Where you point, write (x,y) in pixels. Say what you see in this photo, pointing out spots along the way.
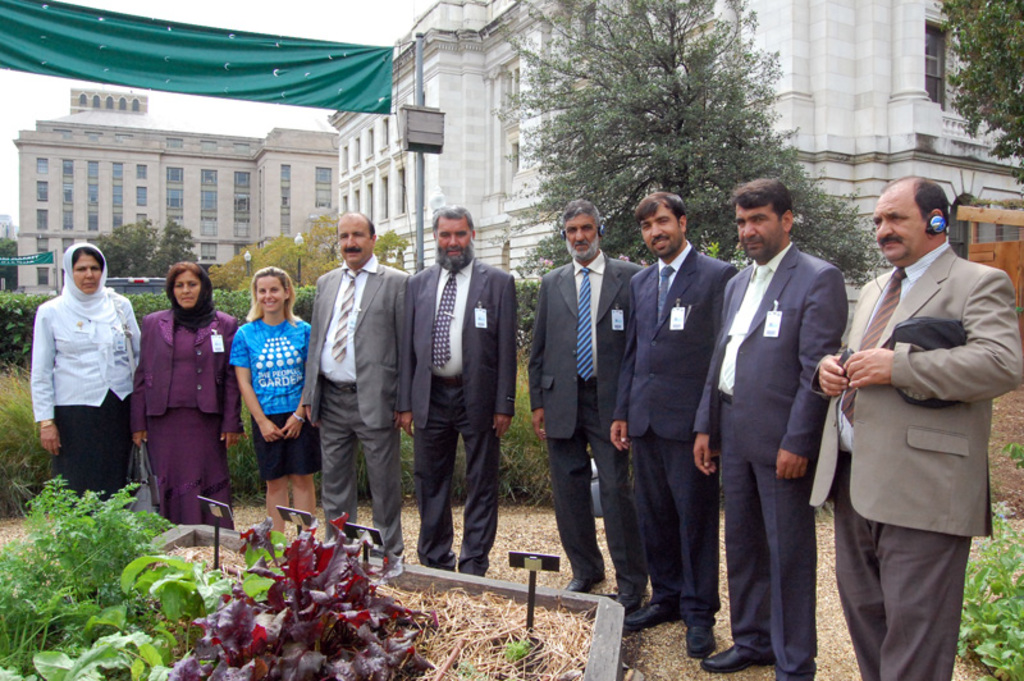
In this image we can see a few people (678,388) standing on the ground (669,656), a person (892,385) is holding an object (850,351) and bag (935,341) is wearing headphone (940,228), in front of the people (430,411) there are few plants (332,614), grass (454,627) and boards (227,509), in the background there are few trees (642,132), poles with banners (60,68), buildings (1014,188) and sky (382,11).
